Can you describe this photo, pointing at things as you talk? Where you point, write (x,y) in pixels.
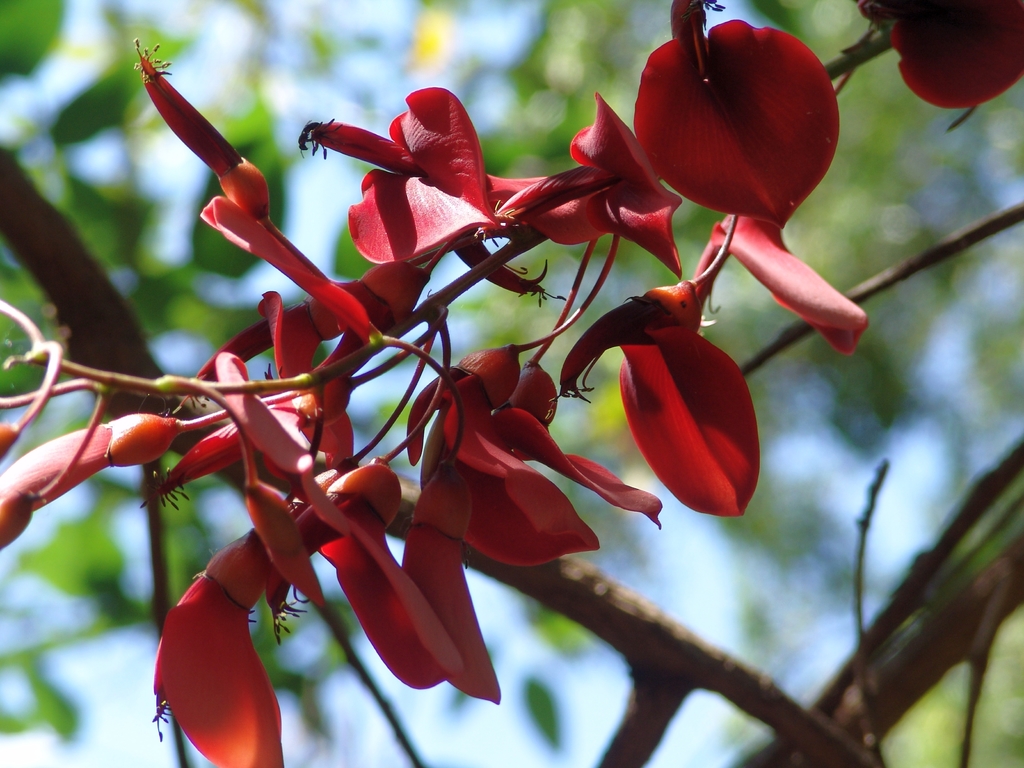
Here we can see red flowers (747,211). Background (4,79) it is blur. We can see green leaves (137,252) and stems (803,728).
